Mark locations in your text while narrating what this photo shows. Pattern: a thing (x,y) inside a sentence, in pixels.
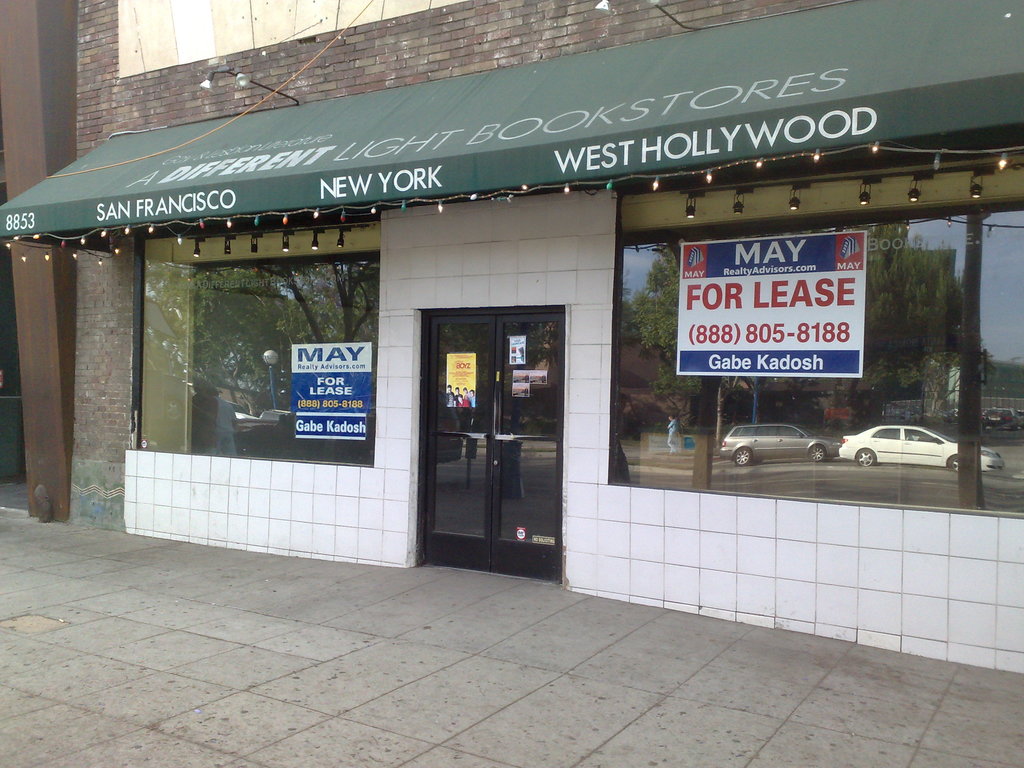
In this image, we can see a shop (1005,602), we can see glass windows (686,393), we can see posters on the windows (665,387), we can see the glass door (489,487), we can see the shadow (874,450) of two cars (940,443) on the windows (884,467) and we can see the floor (602,663).
